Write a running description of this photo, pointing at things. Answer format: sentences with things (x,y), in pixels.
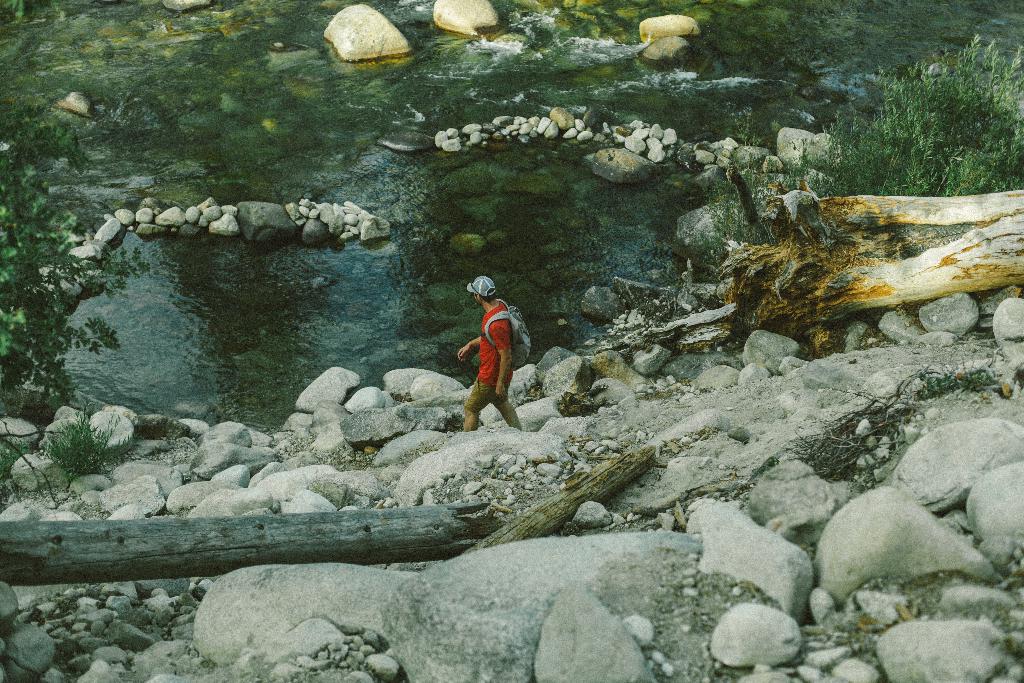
In this image at the bottom (780,460) there is the rock (851,491), on which there are stones (336,491), wooden objects (39,532), person (488,315), he is wearing a bag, at the top (421,82) there is water (445,323) in which there are some stones (460,1) and trees (990,57) visible.
